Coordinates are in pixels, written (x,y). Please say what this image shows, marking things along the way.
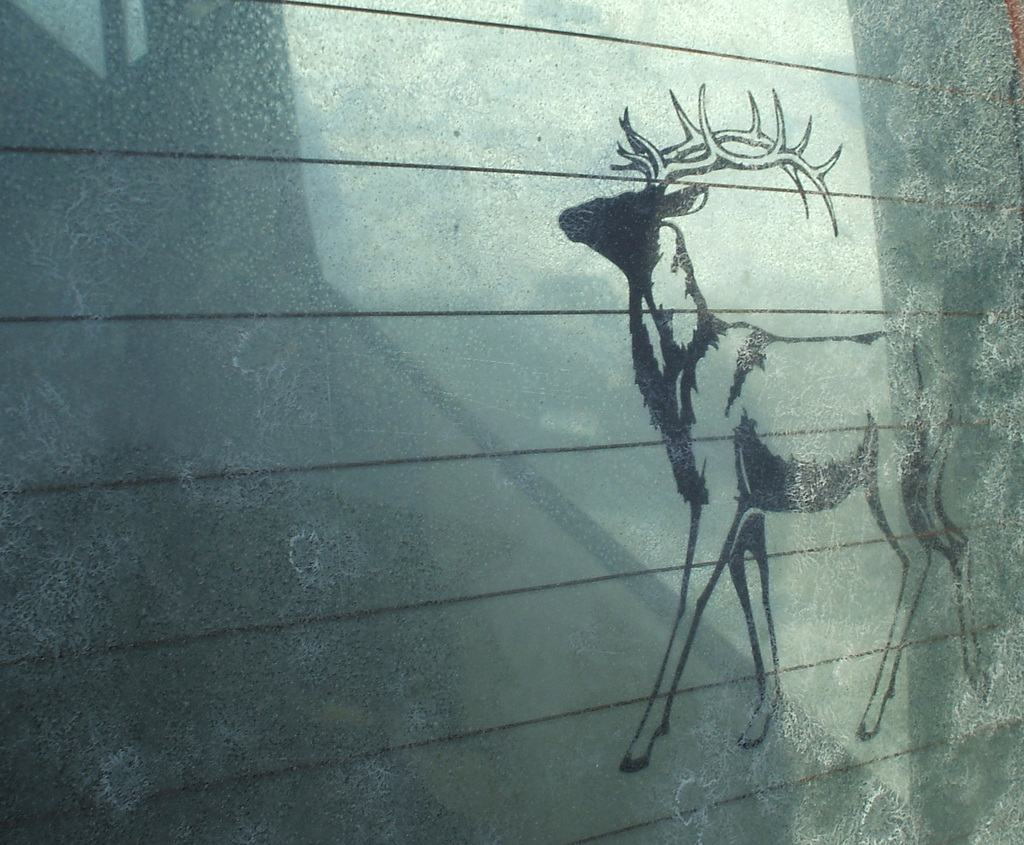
In this image I see the car window (626,190) and I see the art (592,228) of a deer (748,517) over here.
